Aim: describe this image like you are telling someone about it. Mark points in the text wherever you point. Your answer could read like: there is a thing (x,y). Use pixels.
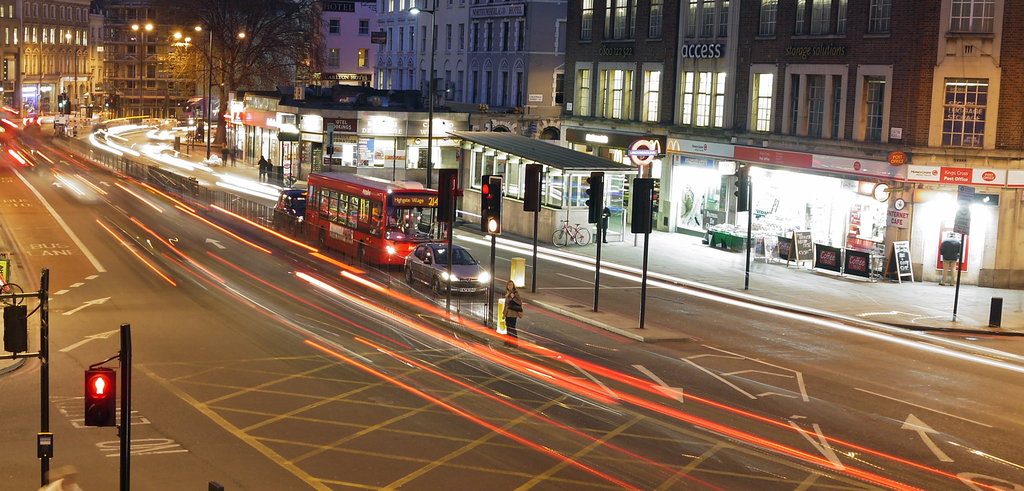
In this picture we can see some vehicles (351,257), poles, traffic lights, on the right side (745,216) there are some buildings (505,25), in the background (233,76) there are poles (141,60), lights (152,26) and a tree (197,54), we can see some people (264,175) are standing in the middle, we can also see hoardings (844,171) on the right side (717,153).
